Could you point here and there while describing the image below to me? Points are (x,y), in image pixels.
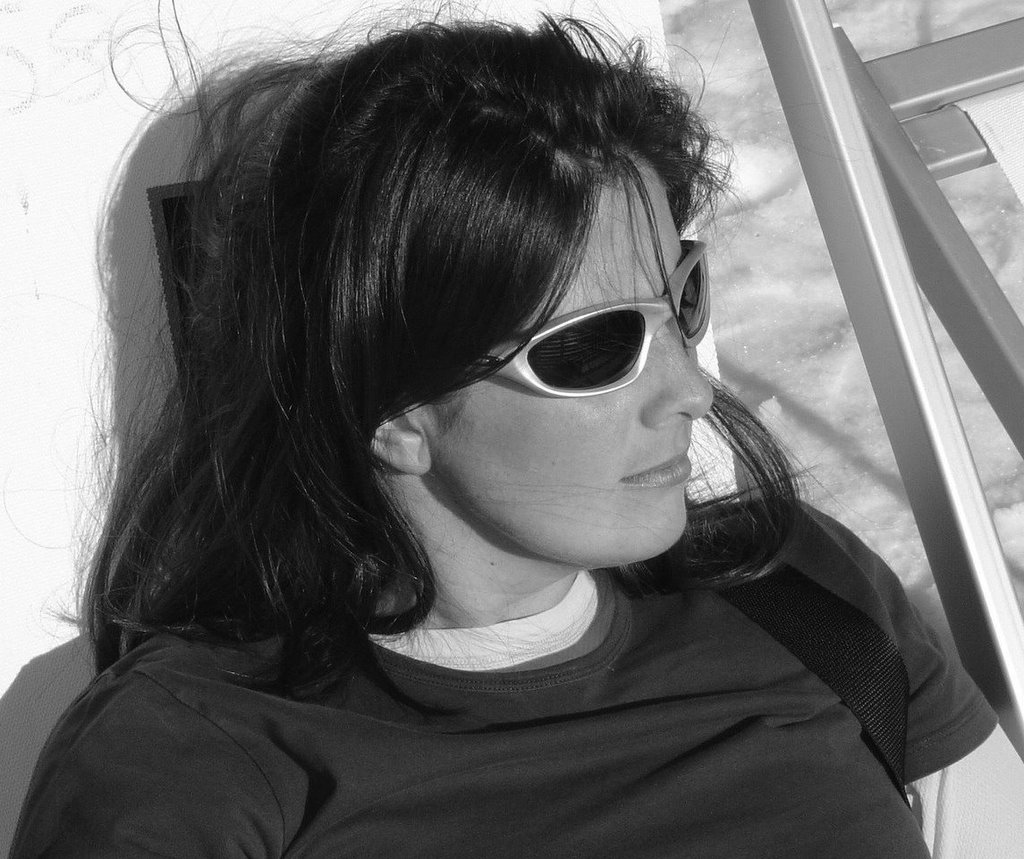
In this picture there is a woman (418,261) who is wearing goggles (702,282) and black t-shirt (683,798). She is sitting on the bench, beside her it looks like a steel ladder (918,414).
